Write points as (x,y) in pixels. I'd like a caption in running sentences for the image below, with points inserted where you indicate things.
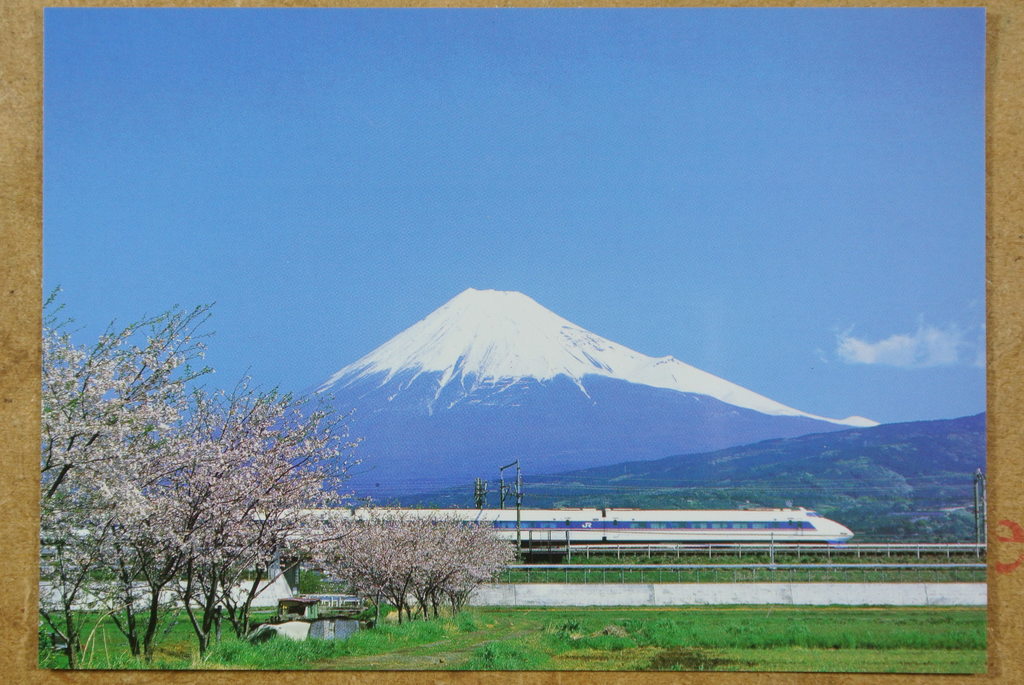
In the image we can see there are many trees (190,581). This is a grass (841,633), train (635,513), electric poles (503,496), path (446,645), mountain (469,454), snow (464,327) and a pale blue sky (422,221).
